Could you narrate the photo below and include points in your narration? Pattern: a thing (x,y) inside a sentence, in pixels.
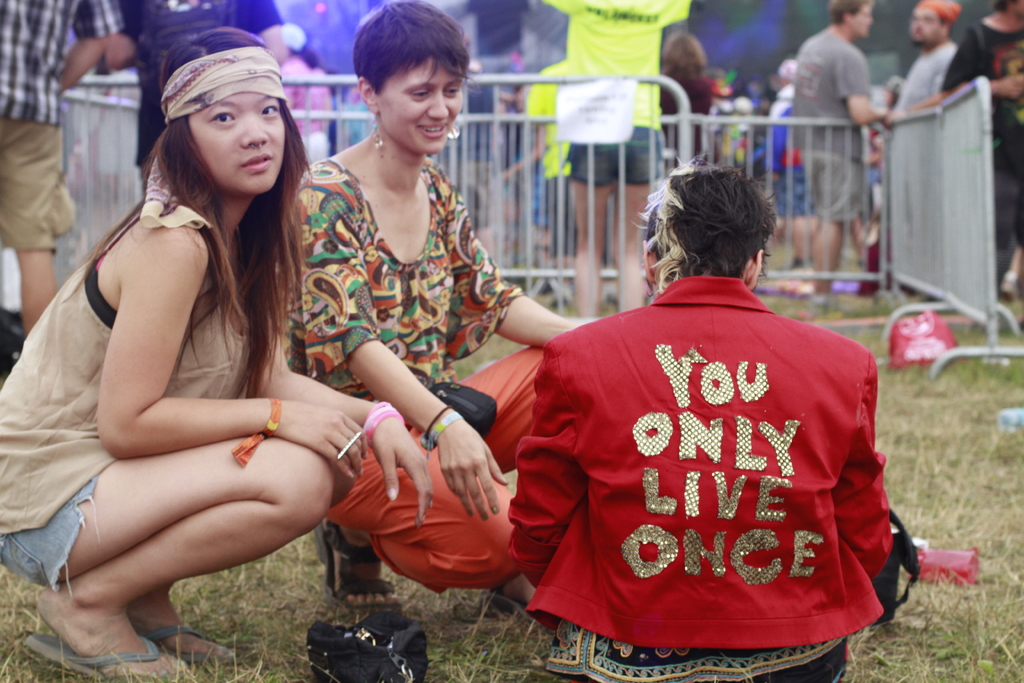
This picture seems to be clicked outside. On the left (294,171) we can see the two persons (391,257) squatting on the ground (965,458). On the right (761,332) we can see a person (727,342) wearing red color jacket (748,376) and we can see the text (711,388) on the jacket (725,601) and the person (770,620) is sitting on the ground (958,587) and there are some objects (897,548) lying on the ground (972,504) and we can see the grass (957,439). In the center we can see the metal rods (968,110) and group of persons (932,68) seems to be standing and we can see the light (326,16) and many other objects (550,38).
